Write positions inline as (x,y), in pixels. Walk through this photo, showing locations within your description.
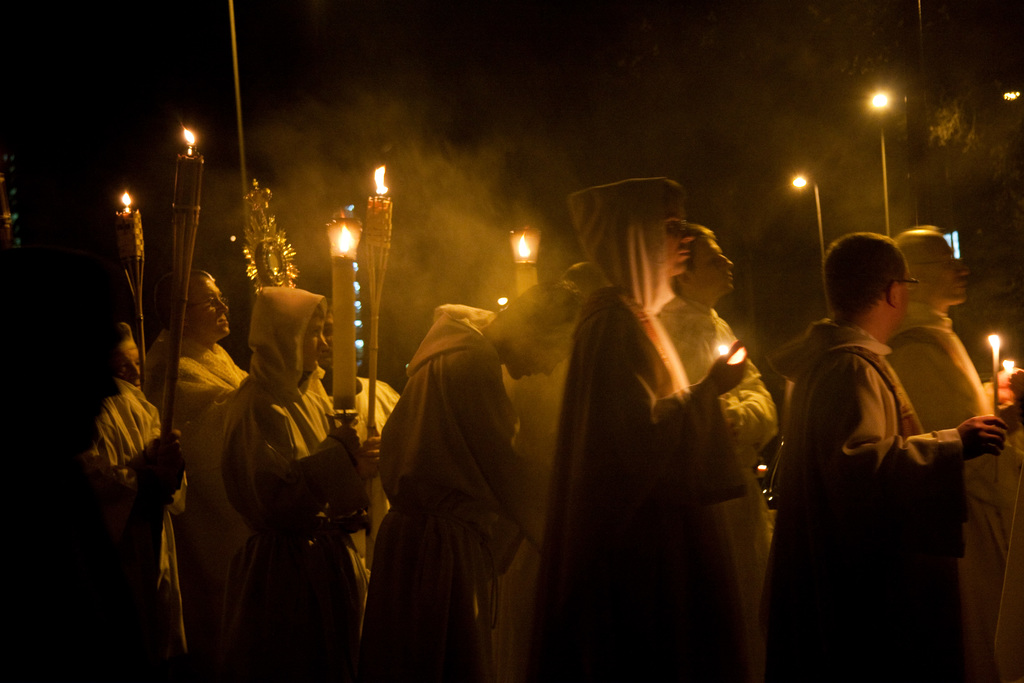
Here in this picture we can see a group of men (933,342) wearing a same kind of costume (416,385) on them, standing over a place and we can also see all of them are holding candles (167,402) that are lightened up in their hands (715,384) and we can also see light posts (805,188) present.
